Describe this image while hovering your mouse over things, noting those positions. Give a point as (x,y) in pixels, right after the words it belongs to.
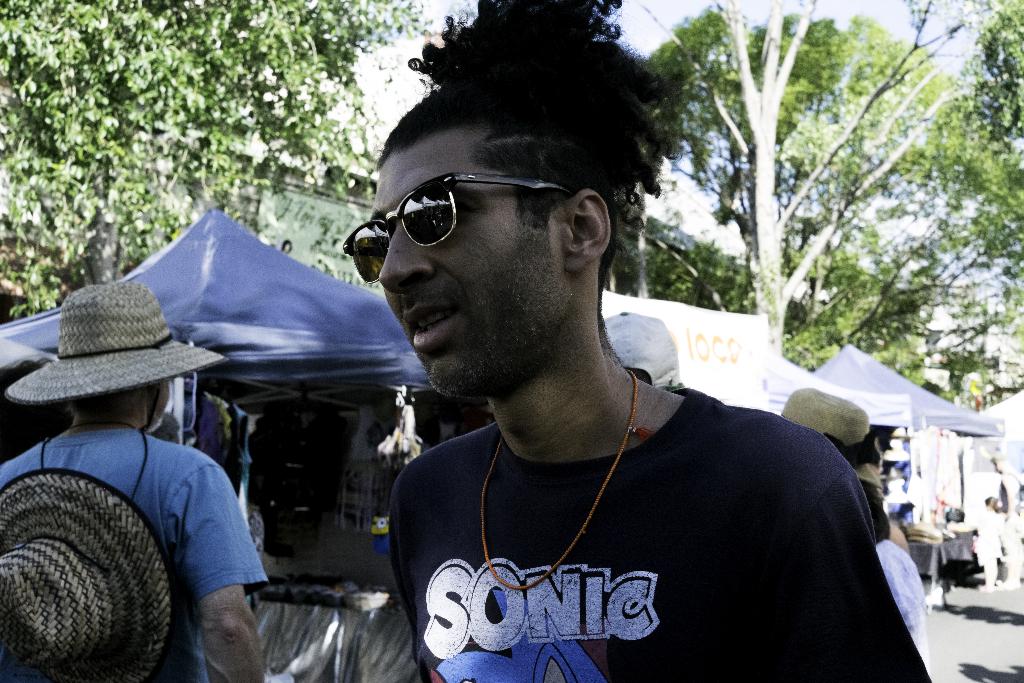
In this image, we can see two persons (528,428) in front of the tent (267,350). There is a tree (216,155) in the top left (213,139) and in the top right of the image (814,105). There is a person (159,521) in the bottom left of the image (137,478) wearing caps (98,385). There is an another tent (922,411) in the bottom right of the image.
